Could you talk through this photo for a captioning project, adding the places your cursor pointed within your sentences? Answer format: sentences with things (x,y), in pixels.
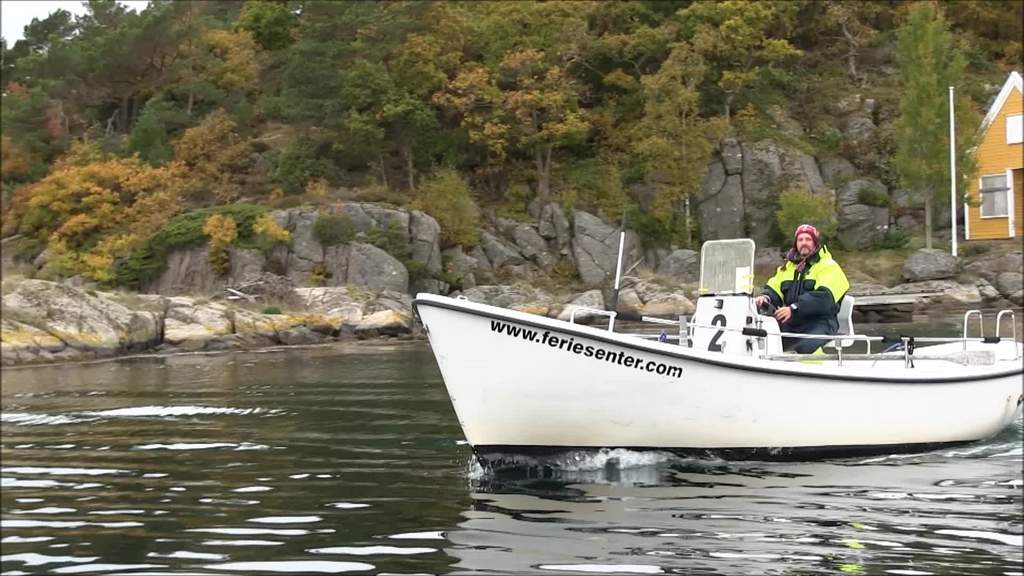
In this image there is a person (819,297) wearing a high-vis jacket (783,303) is riding a motor boat (763,382) on the water (421,390), in the background of the image (531,278) there are trees (411,166) and rocks (602,272).
